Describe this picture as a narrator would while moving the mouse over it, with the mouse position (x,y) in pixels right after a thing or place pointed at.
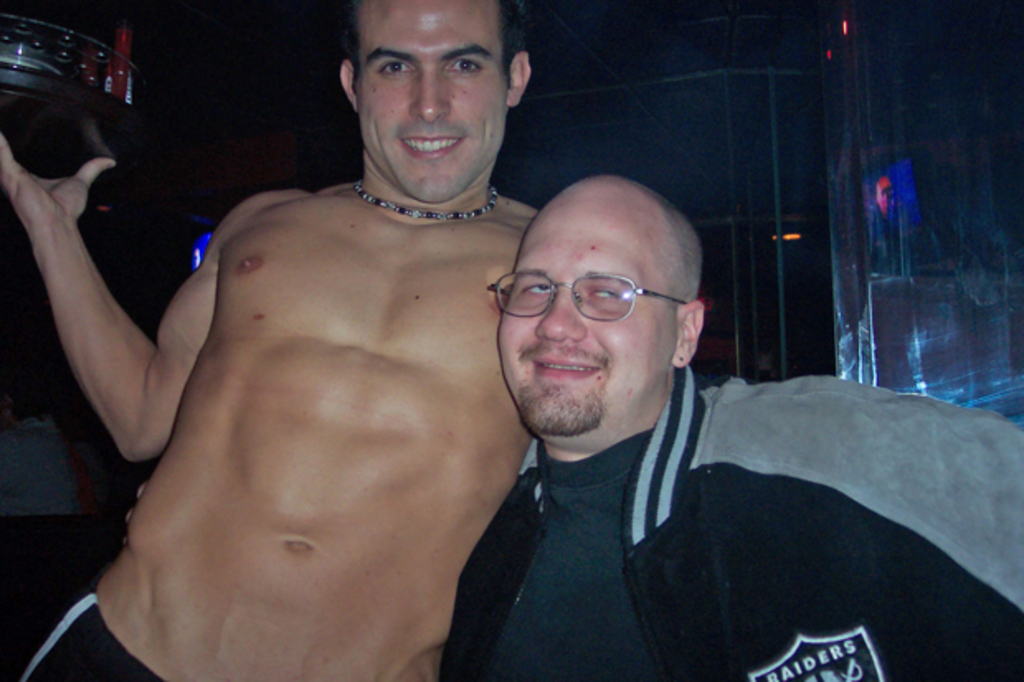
Here I can see two men (510,420) are smiling and giving pose for the picture. The man (705,431) who is on the right side (778,639) is wearing a jacket (802,559). In the background (856,264), I can see some objects (71,89) in the dark.
